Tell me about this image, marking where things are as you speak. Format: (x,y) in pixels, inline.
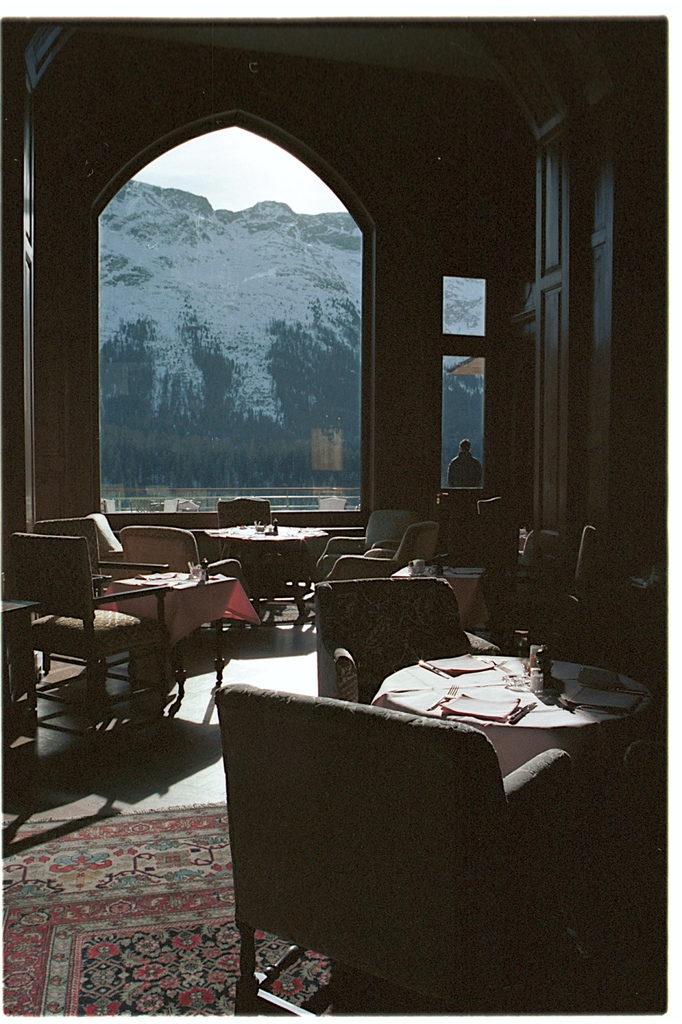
In this image there is a hall (345,727) in which there are table (383,703) and chairs (355,664). On the table (482,681) there are plates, spoons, forks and small jars (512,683). In the background (182,281) there are mountains (212,299). On the floor (145,765) there is a mat (151,897).
